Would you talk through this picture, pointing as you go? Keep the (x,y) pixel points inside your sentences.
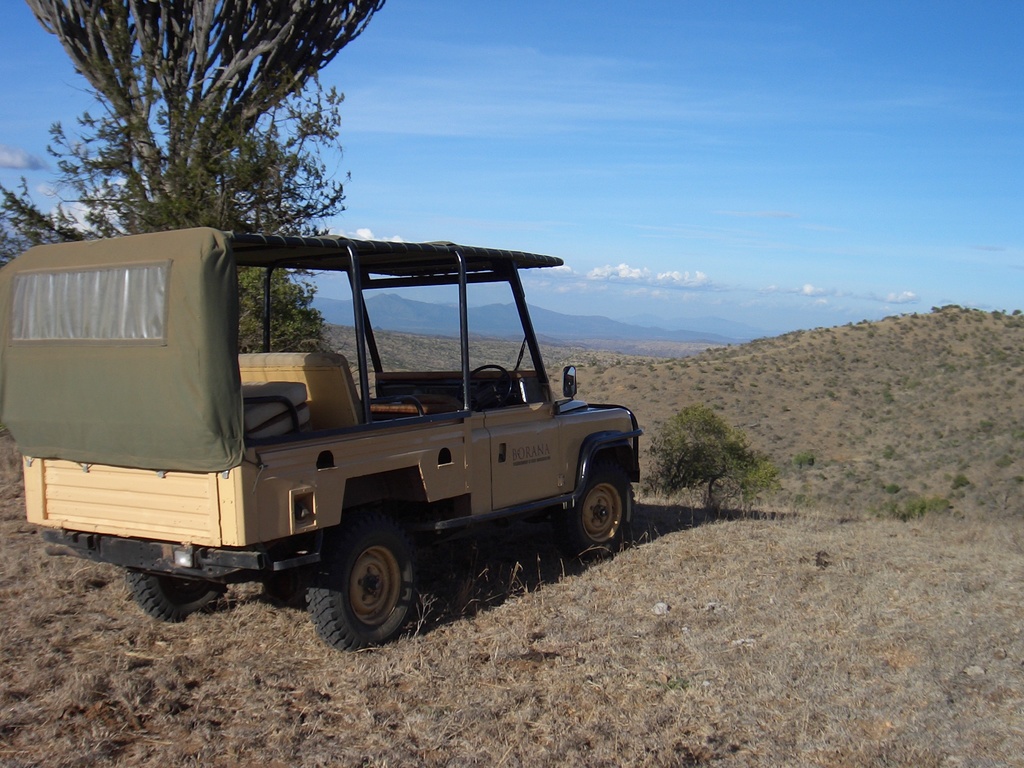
In this image we can see a vehicle (337,383). In the background of the image (941,340) there are trees (287,19), plants (763,390), mountains (634,338) and other objects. At the top of the image (628,184) there is the sky (575,143). At the bottom of the image (367,703) there is the grass (397,672).
